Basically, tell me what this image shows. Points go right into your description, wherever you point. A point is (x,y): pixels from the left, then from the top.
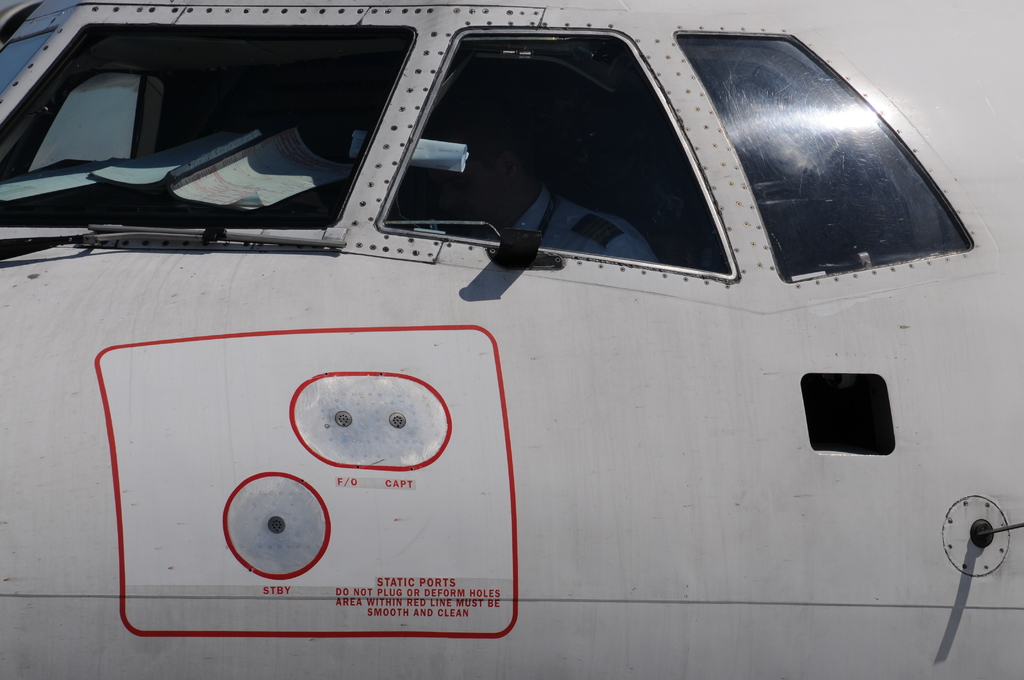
This is the zoom-in picture of an aeroplane (736,369) where we can see some text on it. We can see a book (254,145) and a person (530,181) inside the aeroplane (448,186).
